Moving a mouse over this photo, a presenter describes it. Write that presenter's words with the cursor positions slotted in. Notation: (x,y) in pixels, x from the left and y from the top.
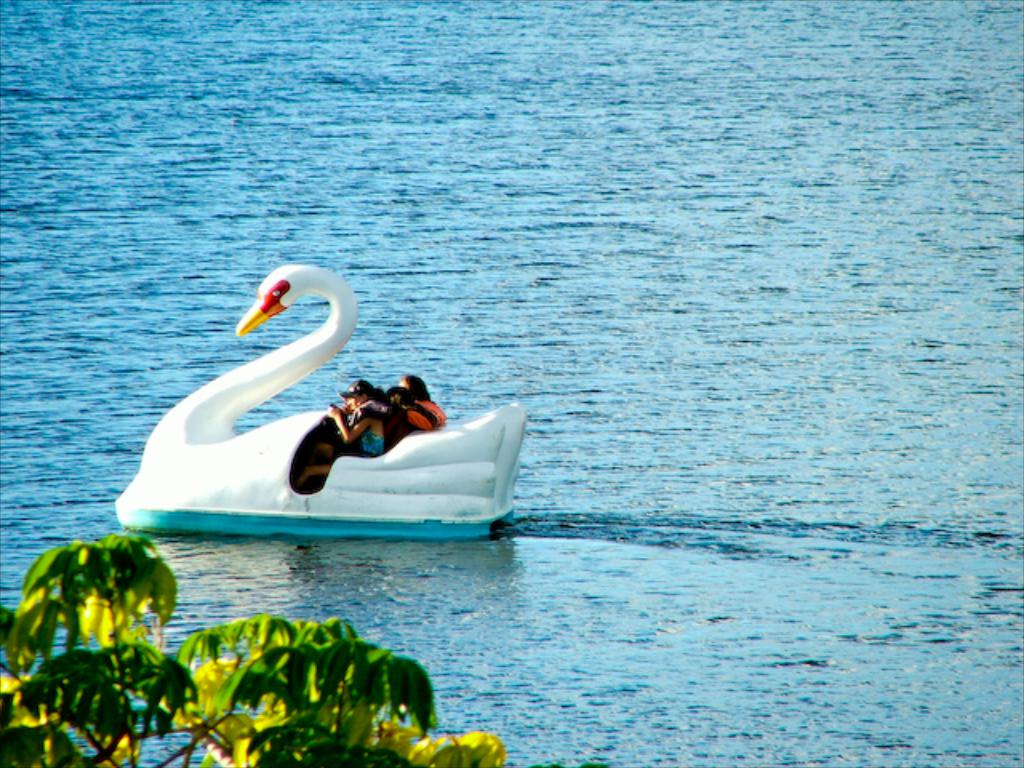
In this picture there is a boat (339,473) in the shape of a duck (309,532) on the water (121,464) and there are people (409,399) those who are sitting on it and there is a tree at the bottom side of the image (316,624).
